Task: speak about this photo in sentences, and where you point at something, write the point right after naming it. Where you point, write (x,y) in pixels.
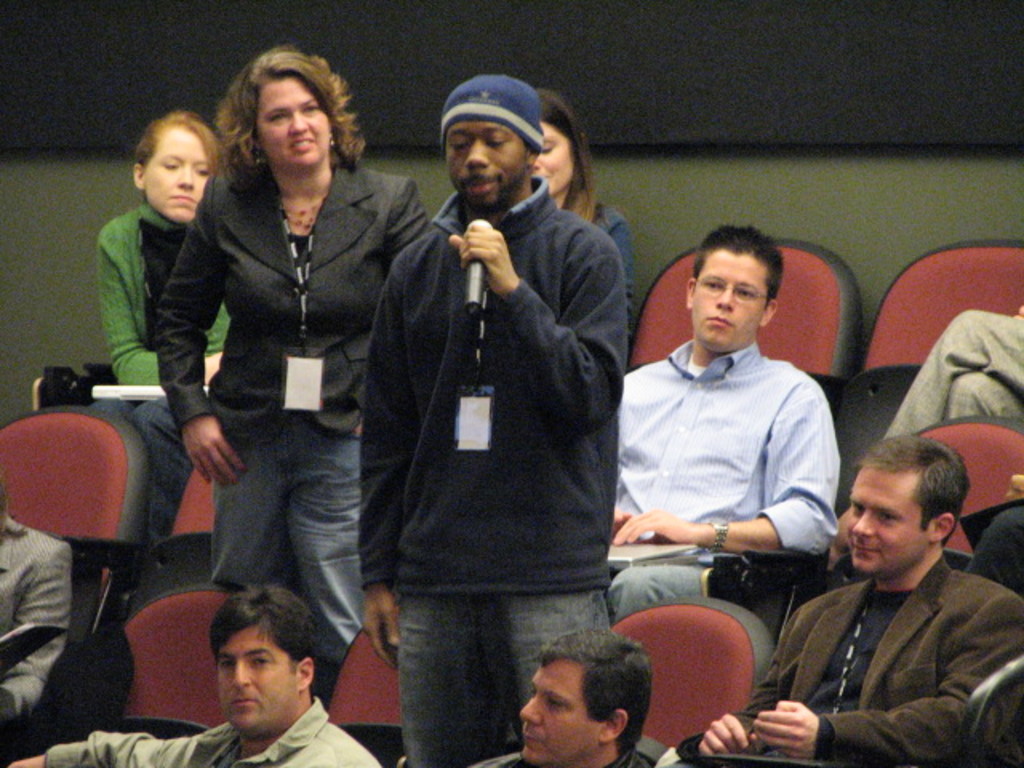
In this picture I can see a man (548,381) speaking in the microphone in the middle (405,401) few persons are there around him, there are seats (894,320).
